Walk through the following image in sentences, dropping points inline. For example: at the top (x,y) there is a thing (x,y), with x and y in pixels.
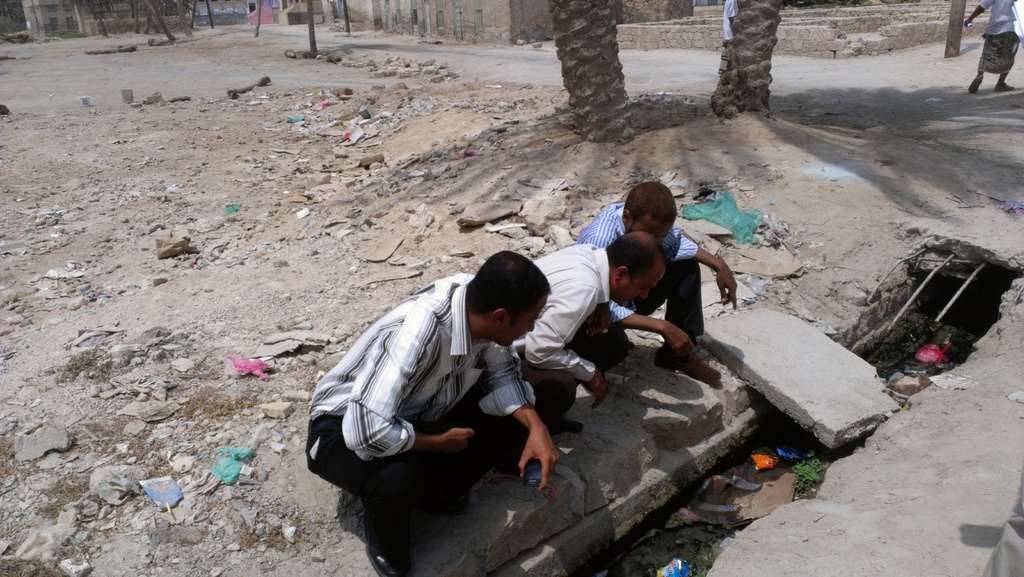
In this image, we can see people (552,325) bending on their knees (488,381) and there is a drainage (808,436) with water (889,364) and waste (750,473) and we can see a stone (766,328). In the background (597,54), there are poles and trees (608,63) with trunks (584,55) and we can see buildings (433,0) and stairs (863,20) and there is a person (983,73) on the road (863,90) and we can see stones (186,334).
